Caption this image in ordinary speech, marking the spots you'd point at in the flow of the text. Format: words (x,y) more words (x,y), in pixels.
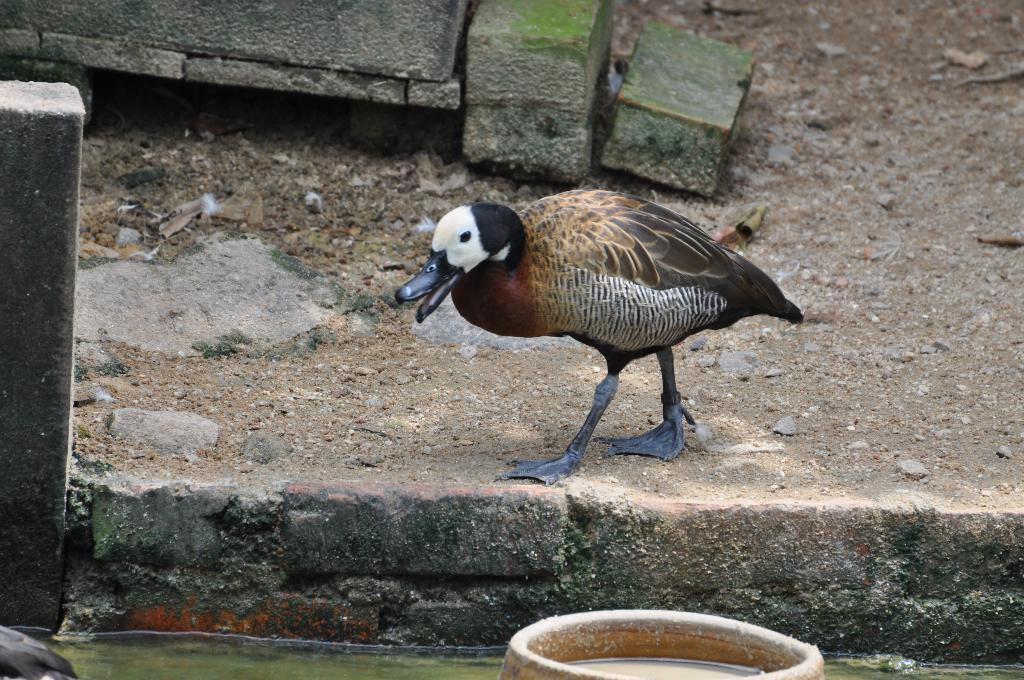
In this image I see a bird (682,293) which is of black, white and brown in color and I see the ground (1009,206) on which there are stones (539,37) over here and I see the water (201,675) over here.
